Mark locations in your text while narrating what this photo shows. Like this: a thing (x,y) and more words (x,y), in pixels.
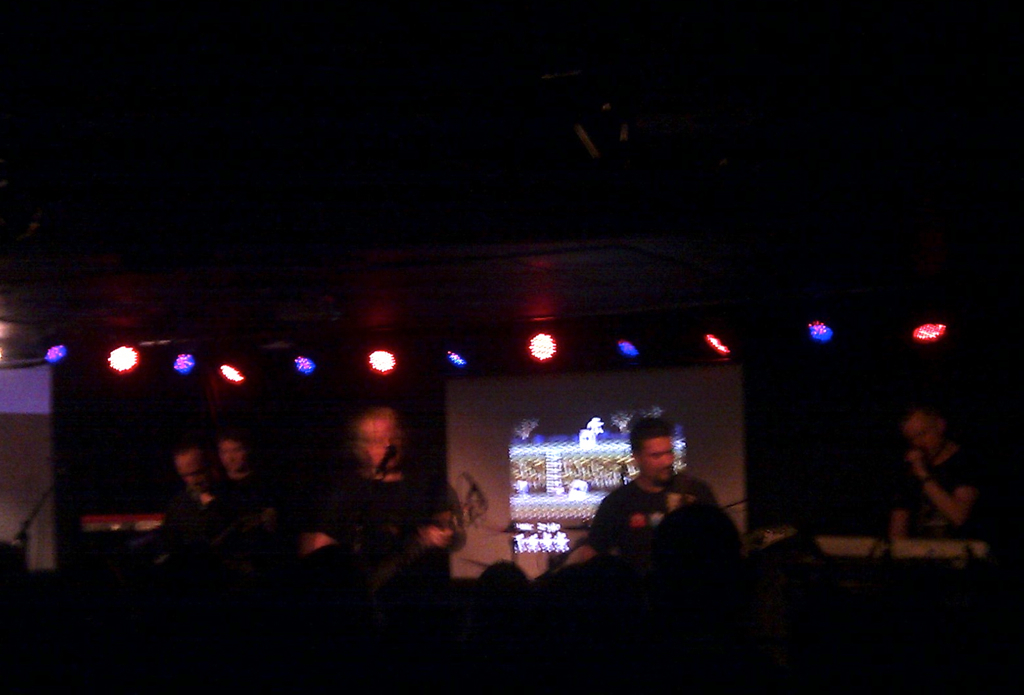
In this image we can able to see few persons (370,479) playing musical instruments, and behind them there are some lights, and also there is a screen (619,432) behind them, and one person (925,464) is singing.
